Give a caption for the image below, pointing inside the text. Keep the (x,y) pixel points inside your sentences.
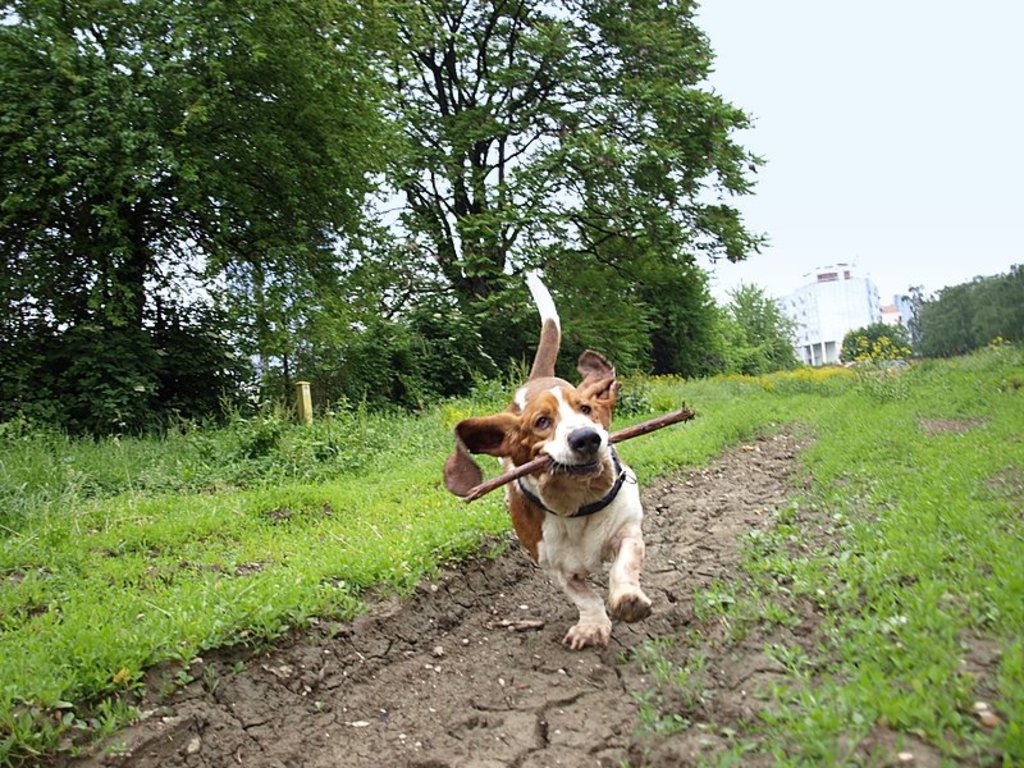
In this image, I can see a dog (592,513) holding a stick (511,481). There are trees (670,374), plants (889,338) and grass (910,538). In the background (842,318), I can see a building (838,295) and there is the sky (843,179).
